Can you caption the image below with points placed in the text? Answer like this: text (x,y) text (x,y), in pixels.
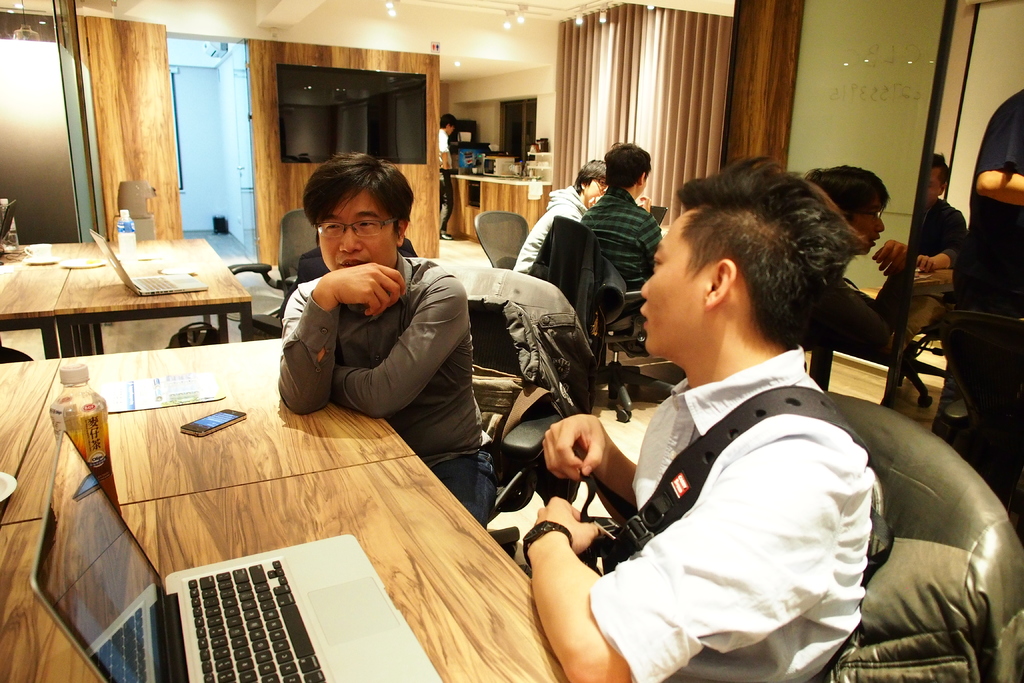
In this picture there are many people (430,310) those who are sitting on the chairs (274,313), there is a person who is sitting at the right side of the image (702,286) is talking to the person (351,351) who is sitting beside him and there is a bottle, cell phone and a laptop (118,552) on the table (396,543), there is a counter (469,217) at the center of the image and there is a television (284,67) at the center of the image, there are other people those sitting around the area.
